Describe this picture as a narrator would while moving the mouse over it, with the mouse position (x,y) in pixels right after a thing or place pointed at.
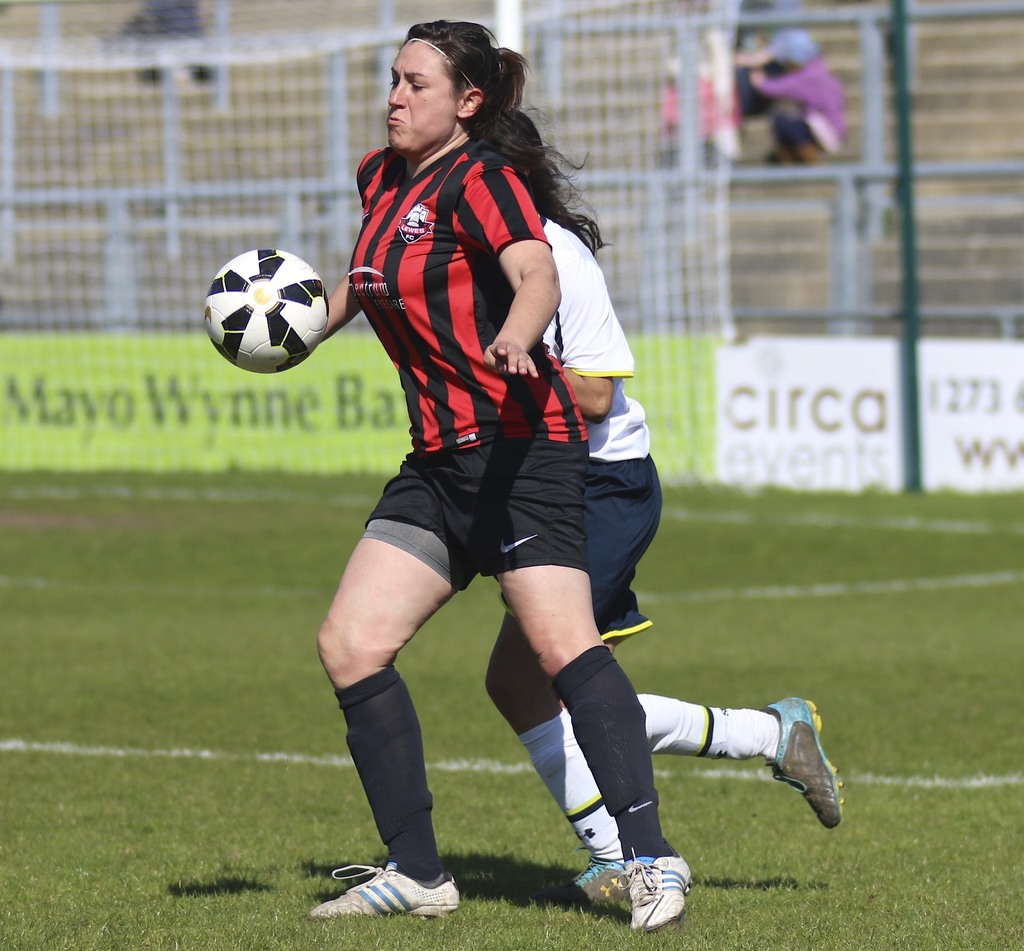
In the image we can see two women (546,417) wearing clothes (505,467), socks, shoes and it looks like they are running. Here we can see the ball (231,352), grass (110,817) and mesh (212,156). We can even see there are poster (362,400) and text (225,402) on the posters (696,386).
